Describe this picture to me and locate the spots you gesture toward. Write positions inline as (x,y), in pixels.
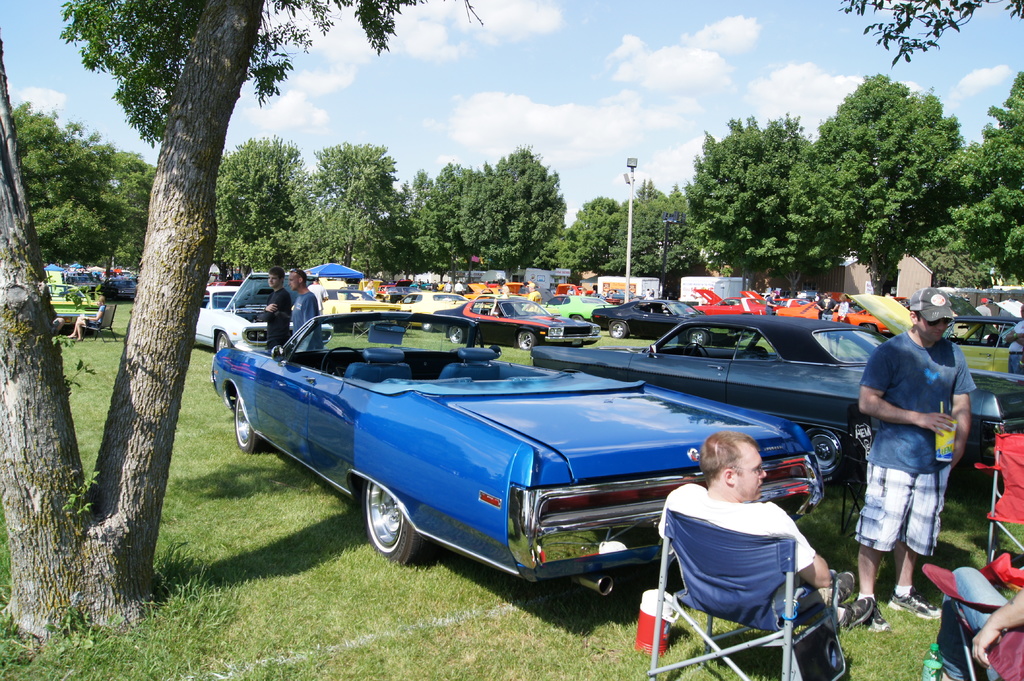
In this picture we can see many cars (221,386) are parked in the grass (268,499). There are two people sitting on the chair (694,620) on the right side (975,599). We can see a red box (662,630) in the grass (203,398). There is a person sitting on the chair (108,318) on the left side (78,336). Few people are visible at the back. We can see some poles (628,266), trees (74,180) and a house (901,269) in the background (912,266). Sky (530,126) is blue in color and cloudy.
